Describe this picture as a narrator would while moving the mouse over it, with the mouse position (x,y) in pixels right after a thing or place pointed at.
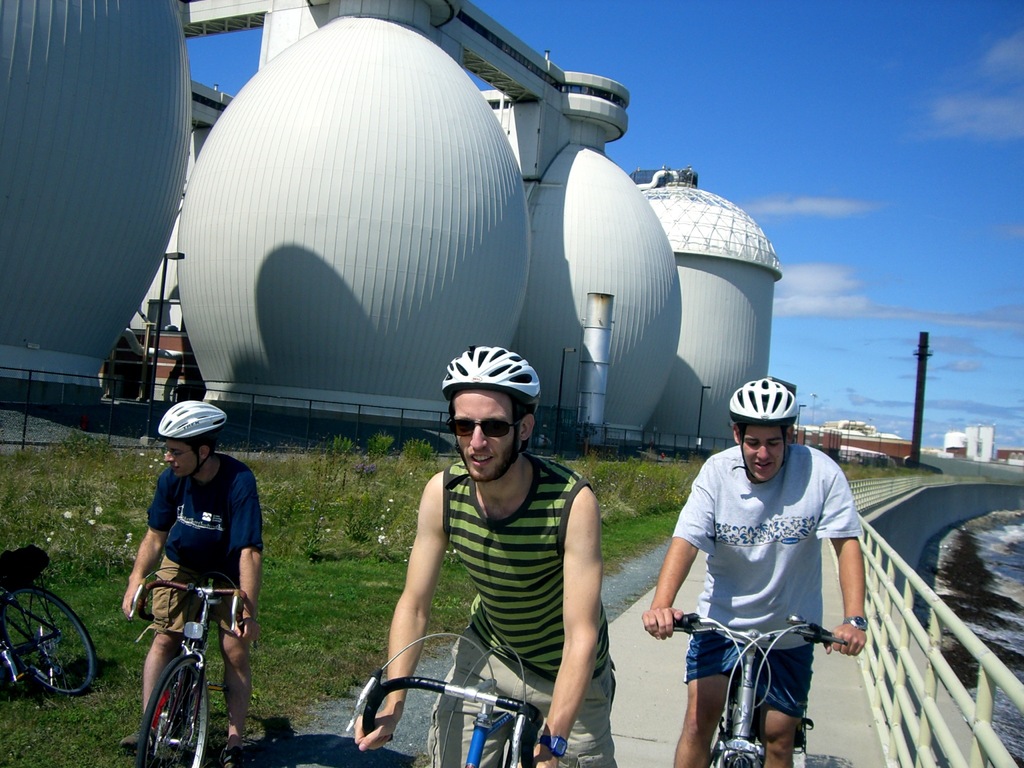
In this image there are three person (515,636) riding a bicycle (521,715) on the road (636,722). The person (529,458) is wearing a helmet (494,367) and glasses (497,427). At the background (483,287) there is a building (532,225), sky (751,156), cloud (840,289). In front there is a pole (923,392). On the road (831,602) there is fencing (936,669) at the right side (925,647).
